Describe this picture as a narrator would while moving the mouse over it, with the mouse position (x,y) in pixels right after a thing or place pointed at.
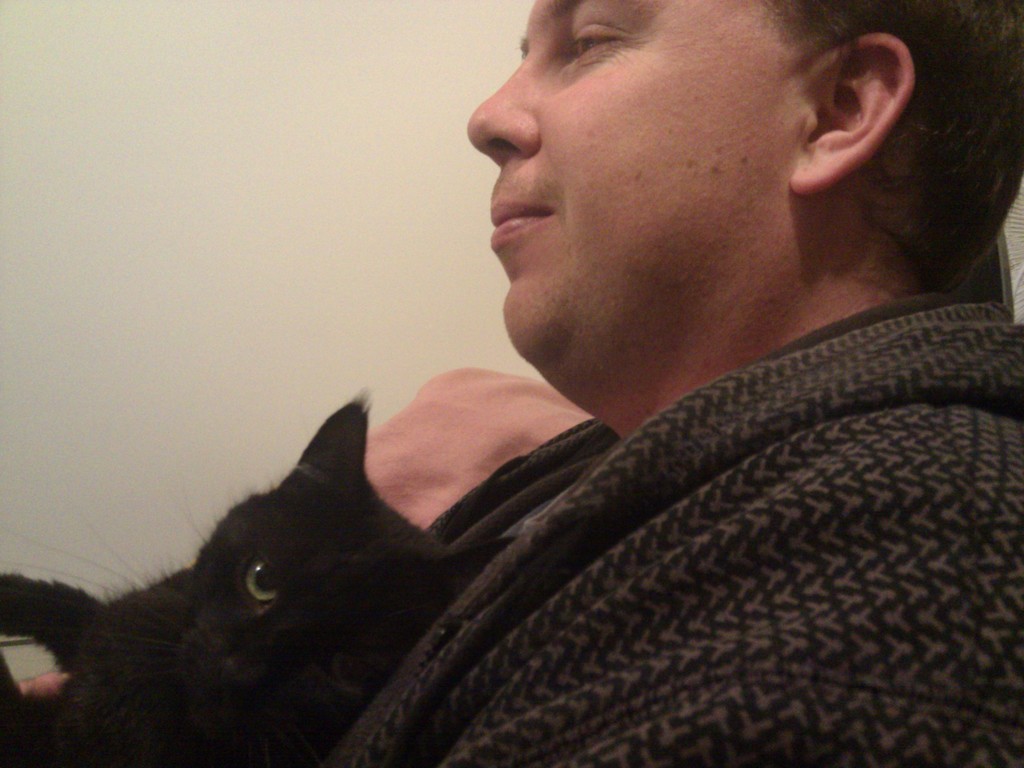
In this image I see a man (863,491) and a cat (343,414) on him.
